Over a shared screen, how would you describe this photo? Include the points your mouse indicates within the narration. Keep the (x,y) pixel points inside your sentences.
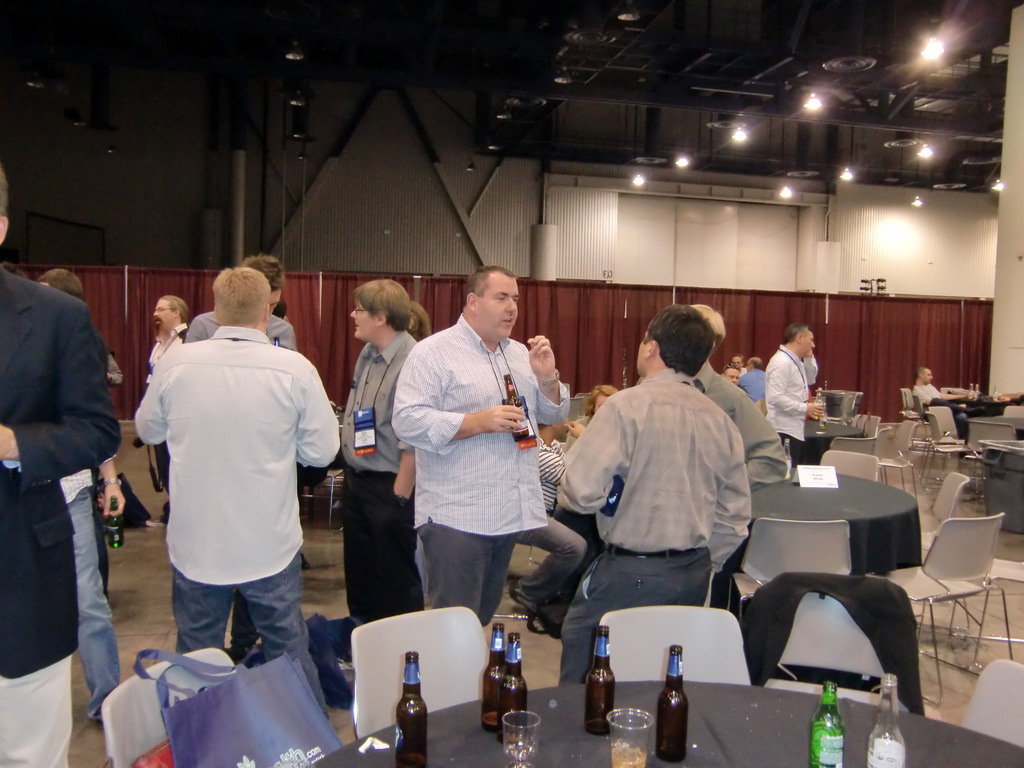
In this picture I can see the table (607,765) in front (588,766), on which there are number of bottles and glasses (619,750) and I see the chairs (442,670) and in the middle of this picture (499,497) I see number of people (371,403) in which most of them are standing and rest of them are sitting on chairs (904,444) and I see many more tables (813,449). In the background (43,258) I see the wall (403,213) and on the ceiling (859,140) I see the lights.
